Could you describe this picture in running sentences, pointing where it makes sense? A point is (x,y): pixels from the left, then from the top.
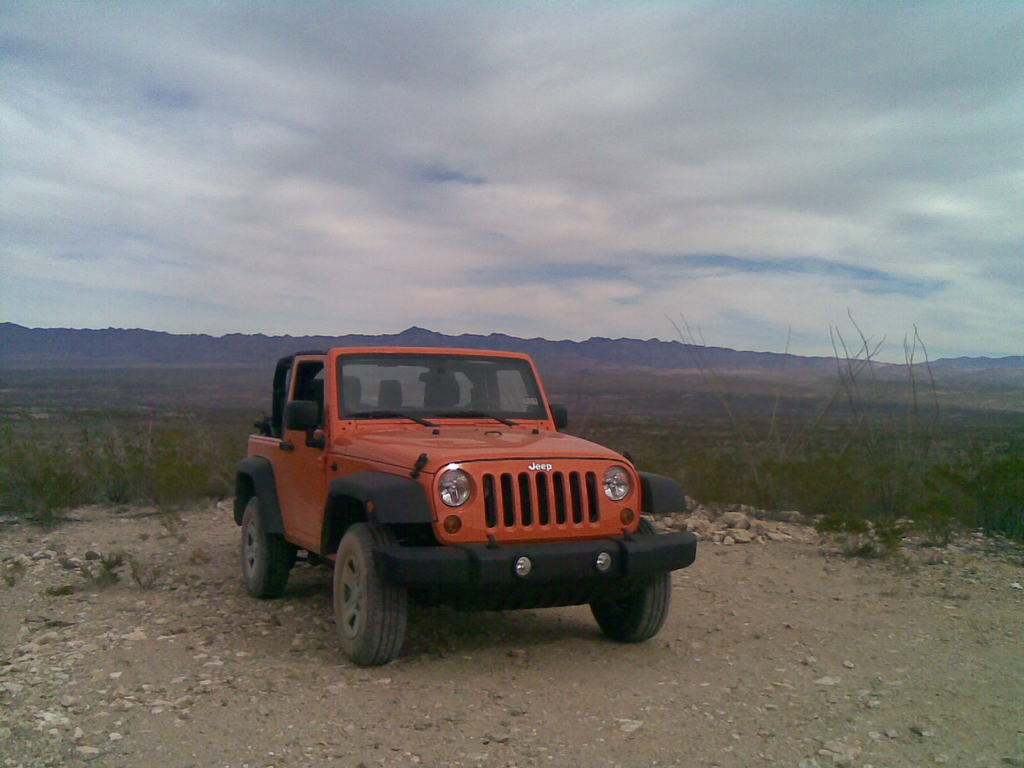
In front of the image there is a jeep (359,531). At the bottom of the image (909,565) there is grass (722,496), stones (757,527) on the surface (633,652). In the background of the image (654,413) there are trees (13,462), mountains (48,337) and sky (380,115).
